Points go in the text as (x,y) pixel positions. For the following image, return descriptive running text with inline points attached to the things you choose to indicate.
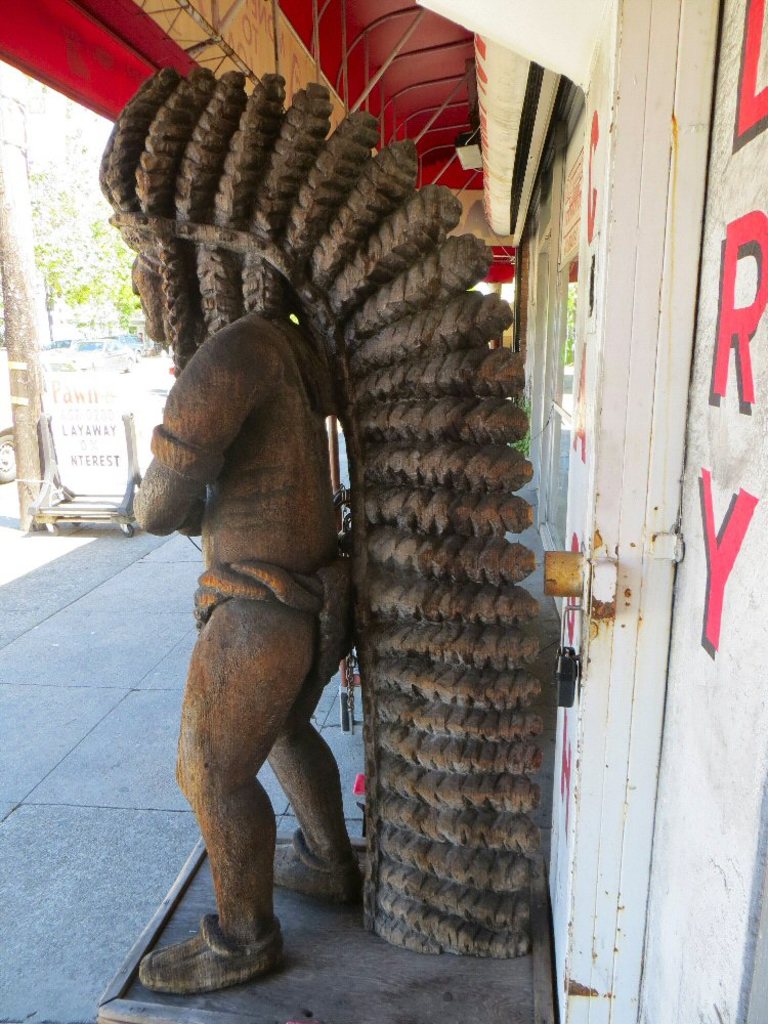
In the foreground (157,57) I can see a person's sculpture (278,648), door (601,661) and a rooftop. In the background (88,355) I can see trees (65,292), pillar (11,346) and a vehicle (42,359) on the road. This image is taken may be during a day.
